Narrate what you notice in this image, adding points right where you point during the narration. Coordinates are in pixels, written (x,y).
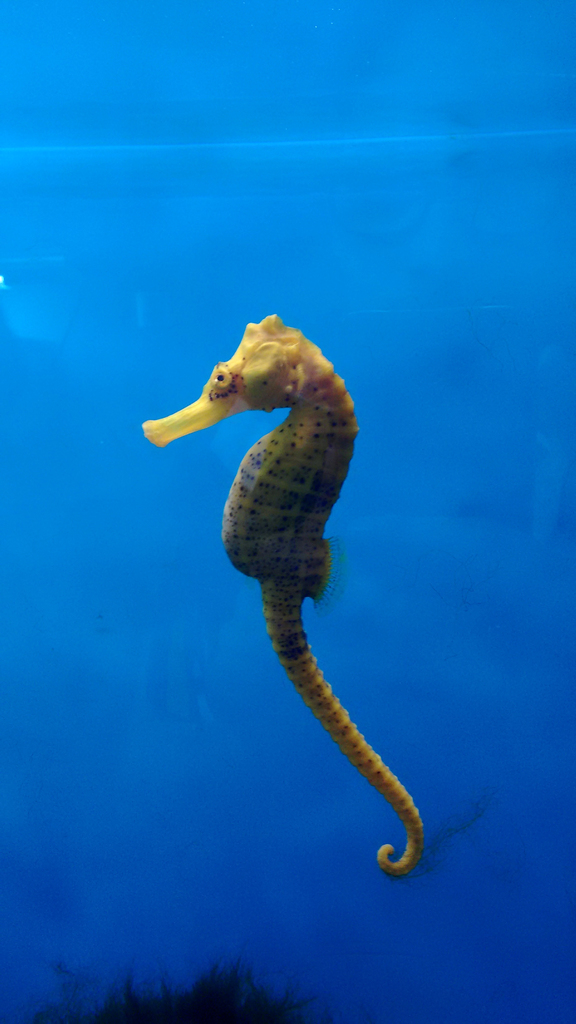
In the foreground of this picture (288,590), there is a seahorse (270,506) under the water (443,471).
